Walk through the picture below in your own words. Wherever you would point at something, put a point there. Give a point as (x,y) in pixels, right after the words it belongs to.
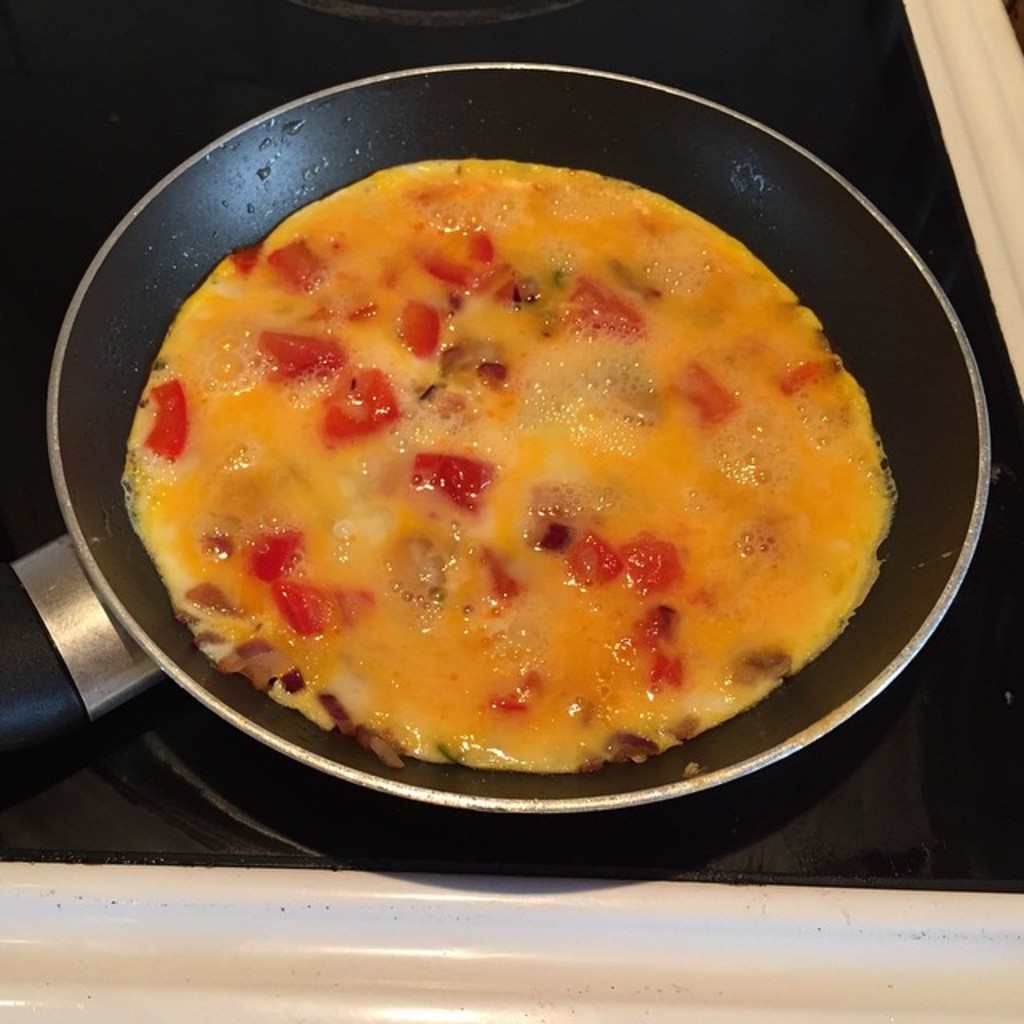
In this image we can see a pan (886,418) with some dish (682,322). We can also see an induction stove (730,80).
